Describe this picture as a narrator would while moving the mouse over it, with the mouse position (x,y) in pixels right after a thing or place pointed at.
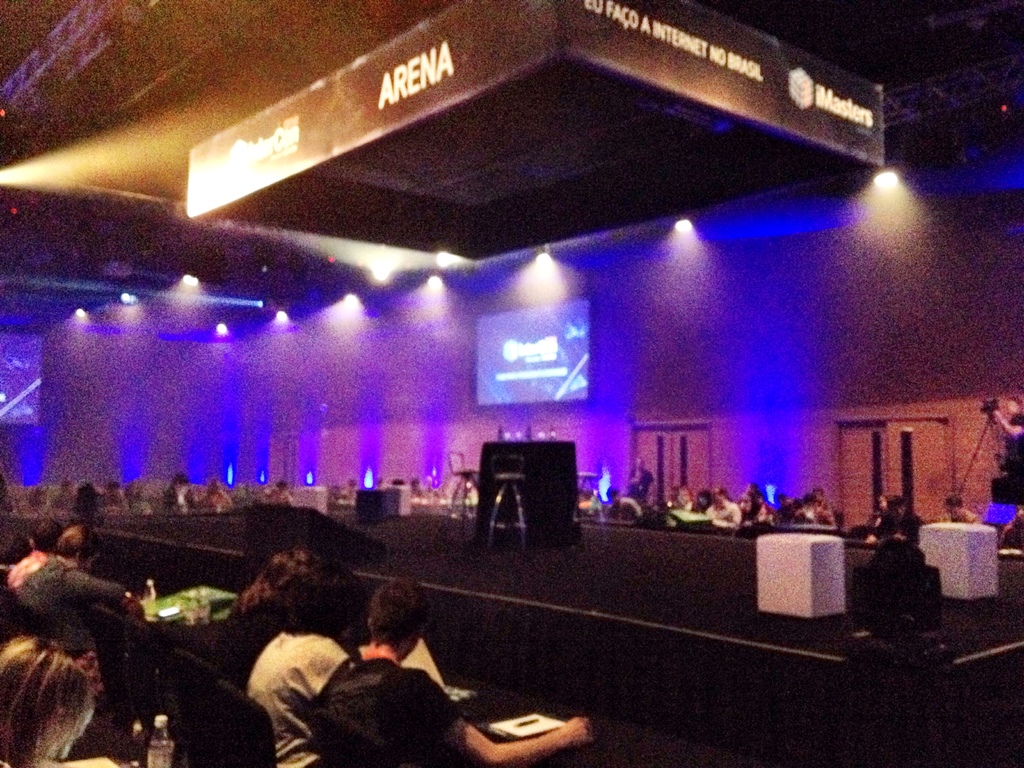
This image is taken indoors. In the background (461,373) there is a wall (649,393). There are many lights (451,259) and there is a board (581,345) with a text (553,353) on it. At the top of the image (198,116) there is a roof (322,51). On the left side of the image (305,631) a few people (310,715) are sitting on the chairs (182,700). In the middle of the image (464,511) there is a dais (593,564). There are many objects (890,579) on the dais (719,588). Many people (733,511) are sitting on the chairs (56,505).
